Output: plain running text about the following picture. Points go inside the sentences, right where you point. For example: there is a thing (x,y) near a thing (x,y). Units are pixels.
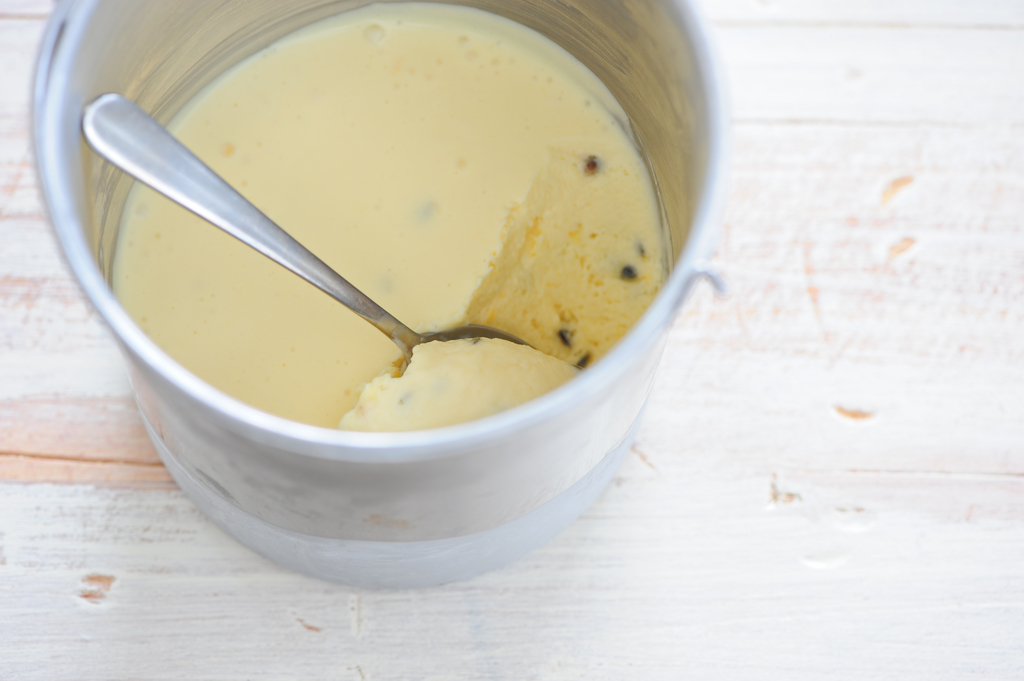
It is an ice cream (434,252) in a steel vessel (163,107) and this is the spoon (231,197).
